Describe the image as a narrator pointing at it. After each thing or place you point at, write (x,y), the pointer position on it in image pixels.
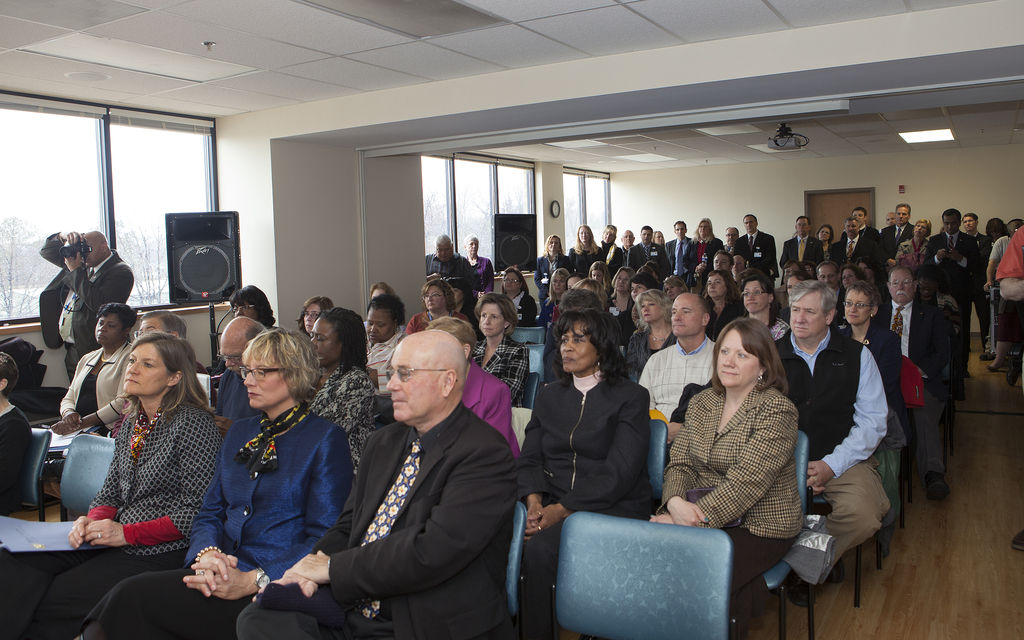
In this image there are so many people (584,361) sitting and standing, one of them is holding a camera (68,257), in between them there are speakers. In the background (1007,189) there is a wall (949,189) with a door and glass windows (516,207), through the windows (152,231) we can see there are trees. At the top of the image (752,21) there is a ceiling (535,48) with the lights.
